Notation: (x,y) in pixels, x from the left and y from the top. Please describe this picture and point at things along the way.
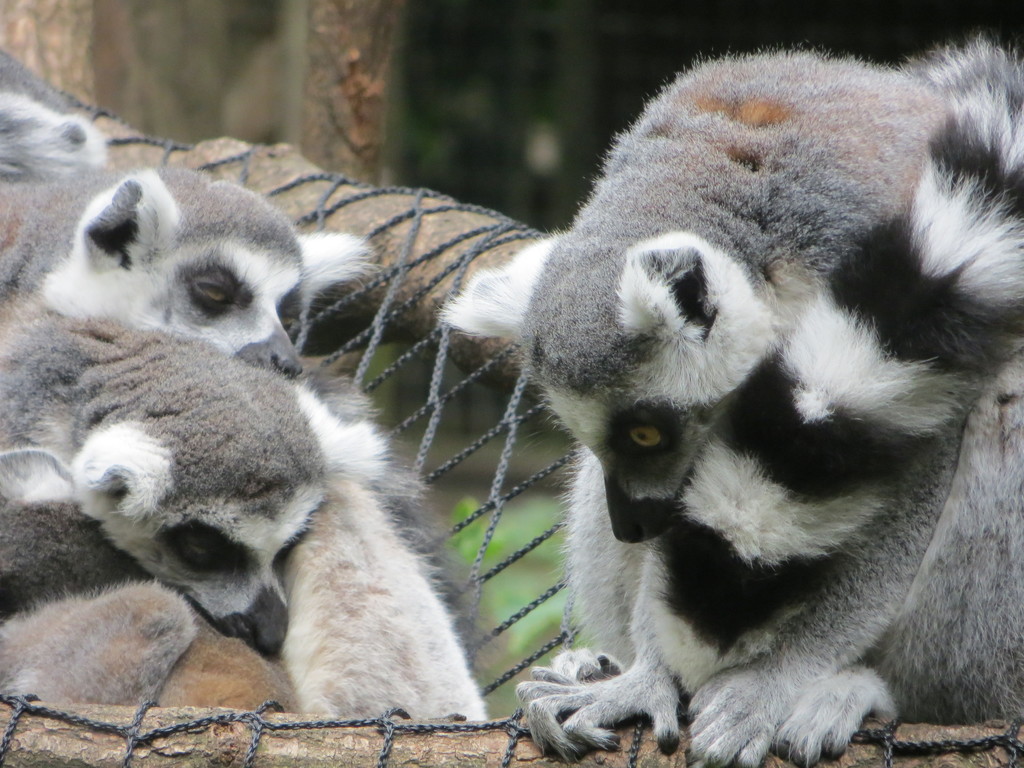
In this image in the front (324,375) there are animals (281,431) and the background (589,74) is blurry and in the center (391,315) there is a rope (428,342) which is tied on a tree (382,198).
